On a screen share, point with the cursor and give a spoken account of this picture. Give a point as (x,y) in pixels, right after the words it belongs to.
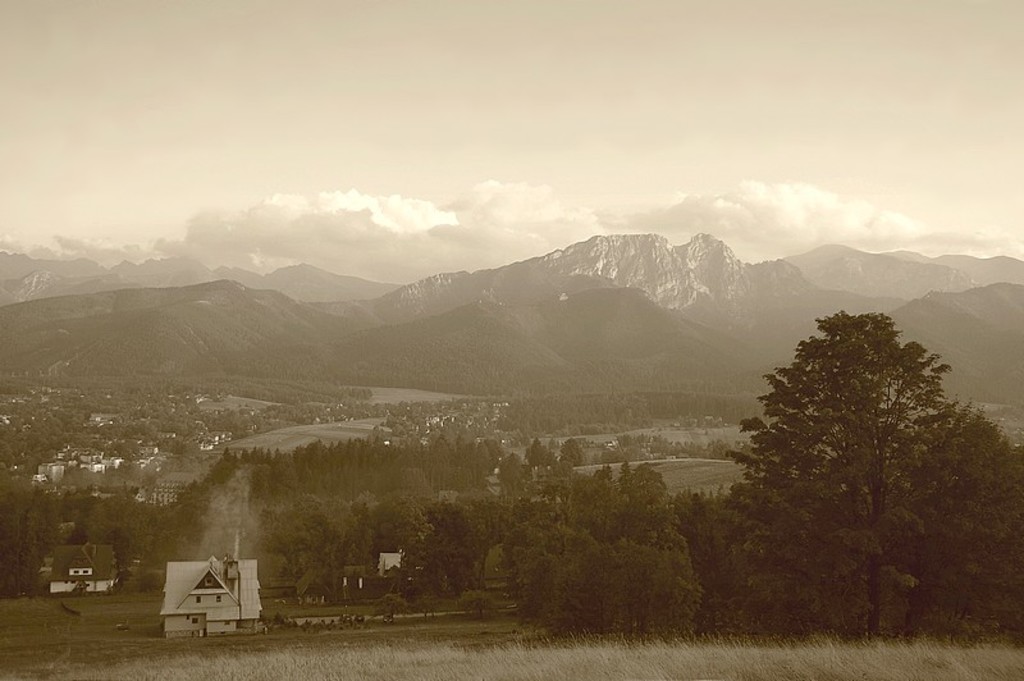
In this image we can see houses (359,593), grass (350,642), trees (633,496), and mountain (476,367). In the background (321,82) there is sky (524,165) with clouds (552,209).
